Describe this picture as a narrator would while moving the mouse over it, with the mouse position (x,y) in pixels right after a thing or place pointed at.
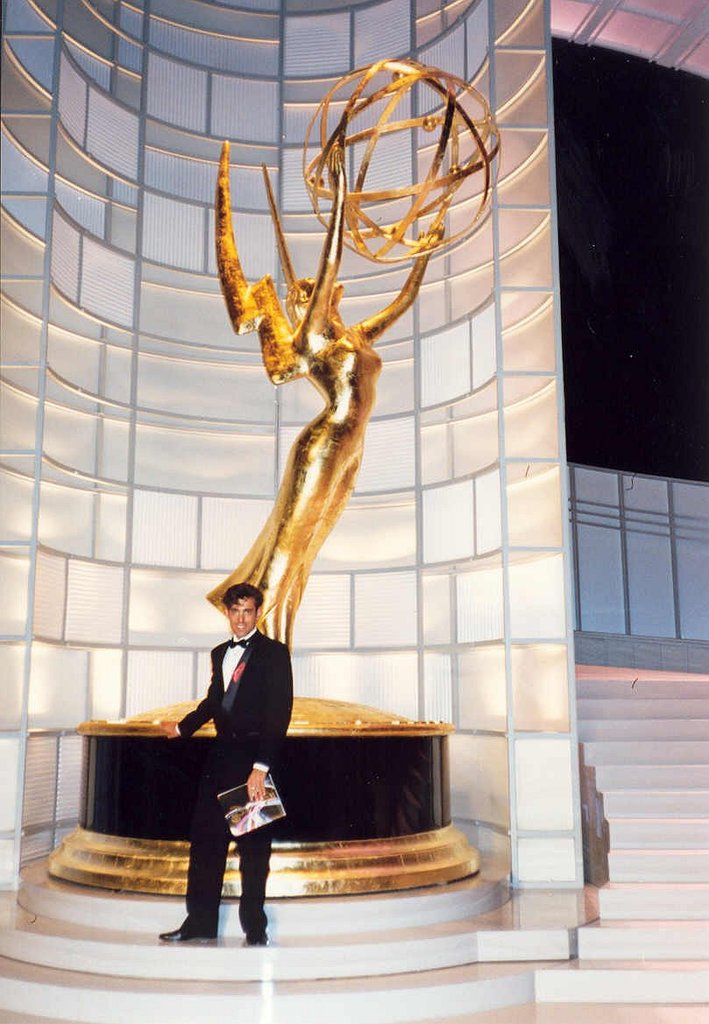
In this image we can see a person (262,676) holding a book (234,832) and standing, behind him there is a sculpture (234,271) and the wall (210,325), we can also see a staircase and a black color board (633,161).
